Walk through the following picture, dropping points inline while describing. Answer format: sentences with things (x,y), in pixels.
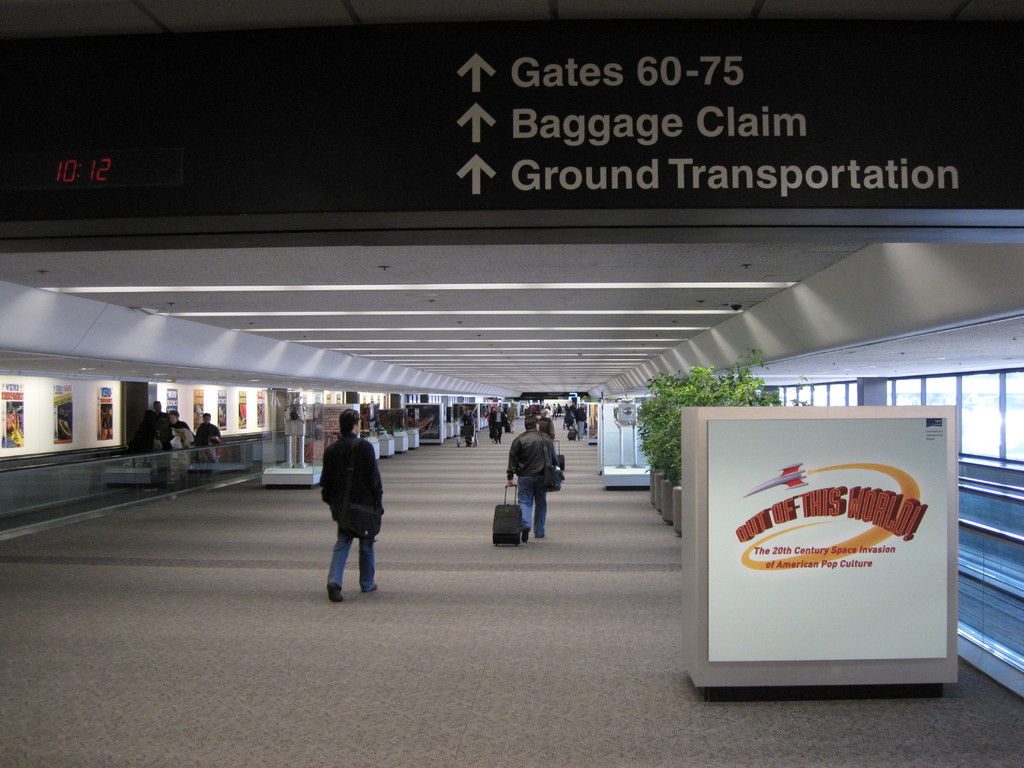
This is the inside view of an airport (262,593) where we can see people (525,465) are moving by taking their luggage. Top of the image (588,101) one board (564,108) and digital board (110,156) is there. Right side of the image (912,423) one square sign (881,453) and windows (837,388) are present. Behind the sign (774,437) plants (659,424) are there.
